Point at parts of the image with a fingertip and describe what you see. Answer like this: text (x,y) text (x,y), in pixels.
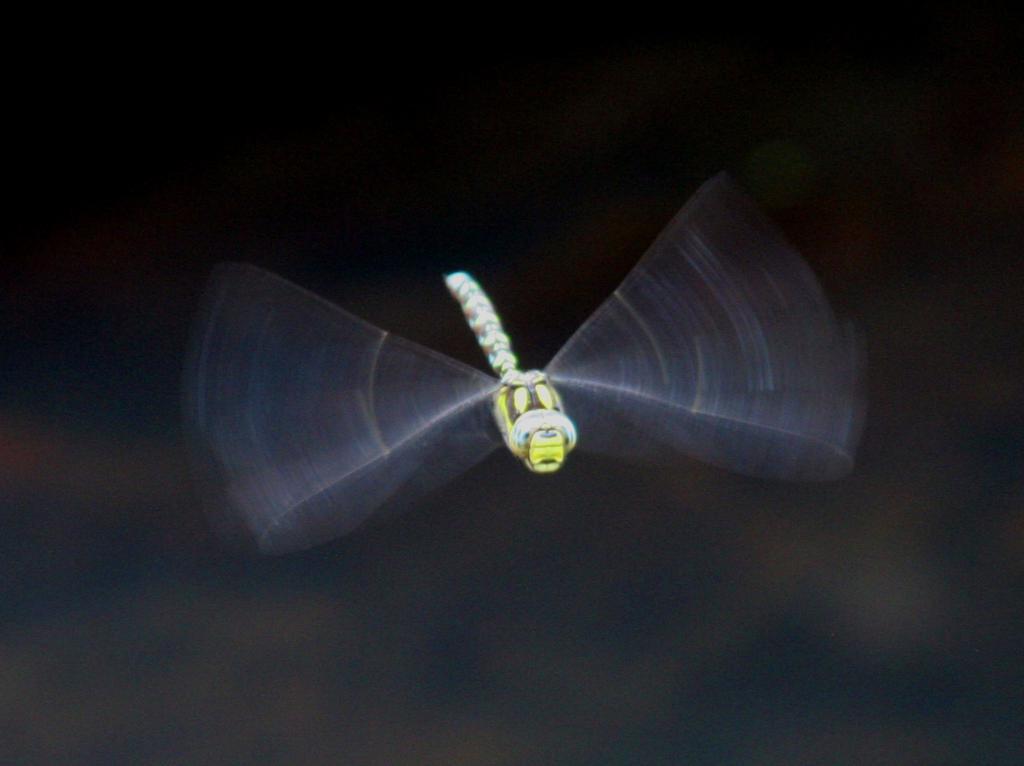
In this picture we can see a dragonfly (485,382) and behind the dragonfly (487,338) there is the blurred background (80,192).
